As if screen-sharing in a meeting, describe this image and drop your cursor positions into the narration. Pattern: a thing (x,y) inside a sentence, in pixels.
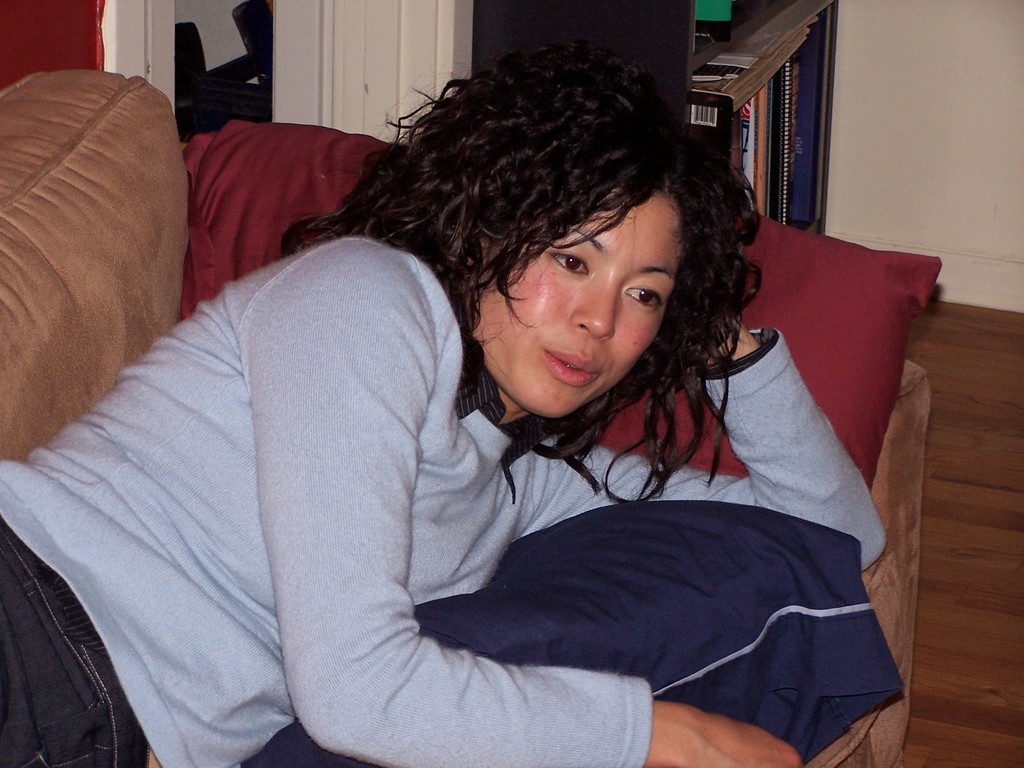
In this image we can see a woman (675,484) lying on the sofa (669,454). In the background (749,134), we can see books (785,72) kept in the shelf (688,95) and we can see the wall (927,137).
